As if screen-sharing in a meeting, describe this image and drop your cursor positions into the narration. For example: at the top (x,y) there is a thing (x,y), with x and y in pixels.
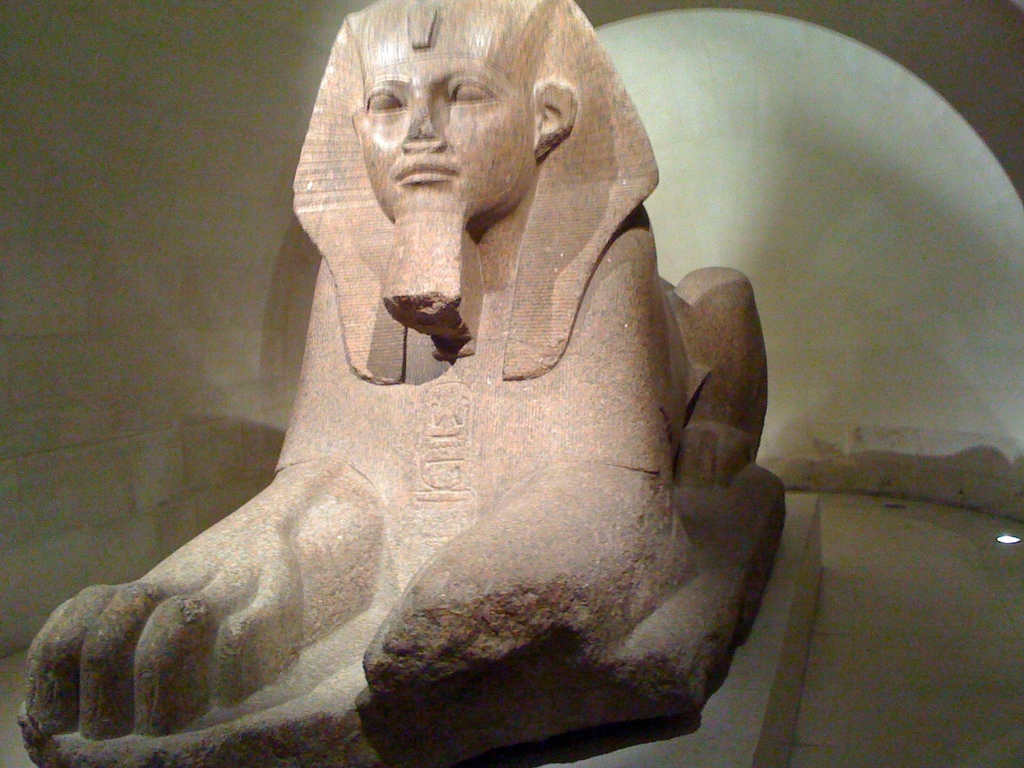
In this image there is a statue (454,452) on the floor (1014,722). Background (54,17) there is a wall (232,340).
